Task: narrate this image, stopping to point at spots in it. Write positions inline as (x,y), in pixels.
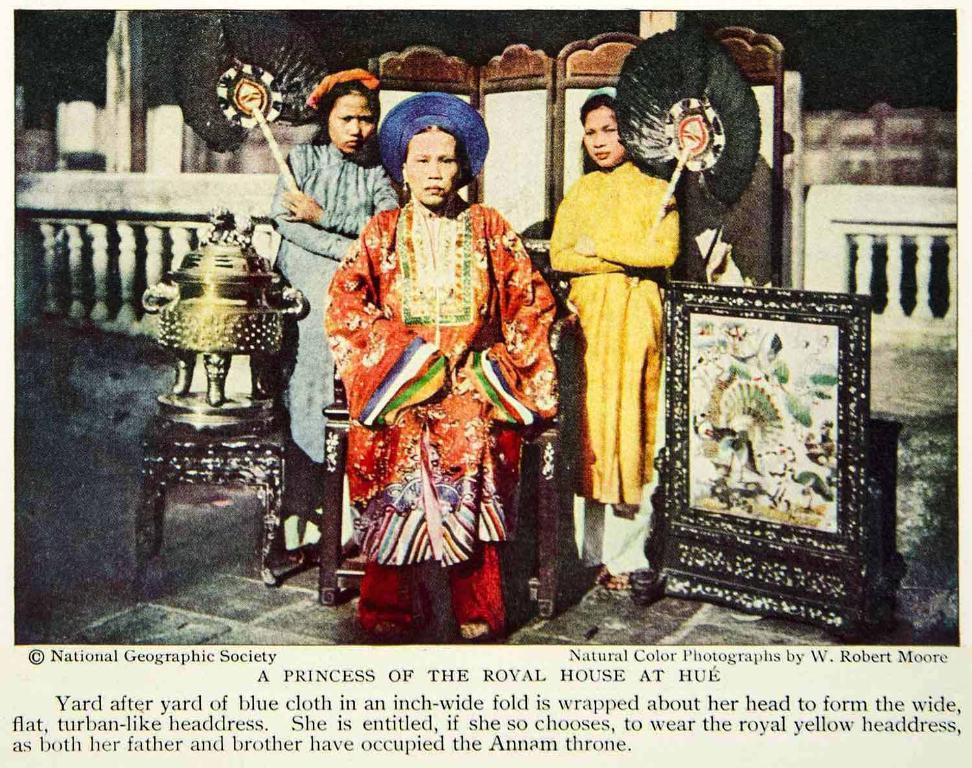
In the picture I can see a woman (507,245) wearing a red color costume (448,487) is sitting on the chair (547,553) and we can see these two women (586,143) wearing dresses (657,242) are holding some objects (649,140) in their hands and standing. Here we can see a photo frame (745,503), some objects (234,277) and the wall (902,150) in the background (468,70). Here we can see some edited text (828,706) at the bottom of the image (558,685).
